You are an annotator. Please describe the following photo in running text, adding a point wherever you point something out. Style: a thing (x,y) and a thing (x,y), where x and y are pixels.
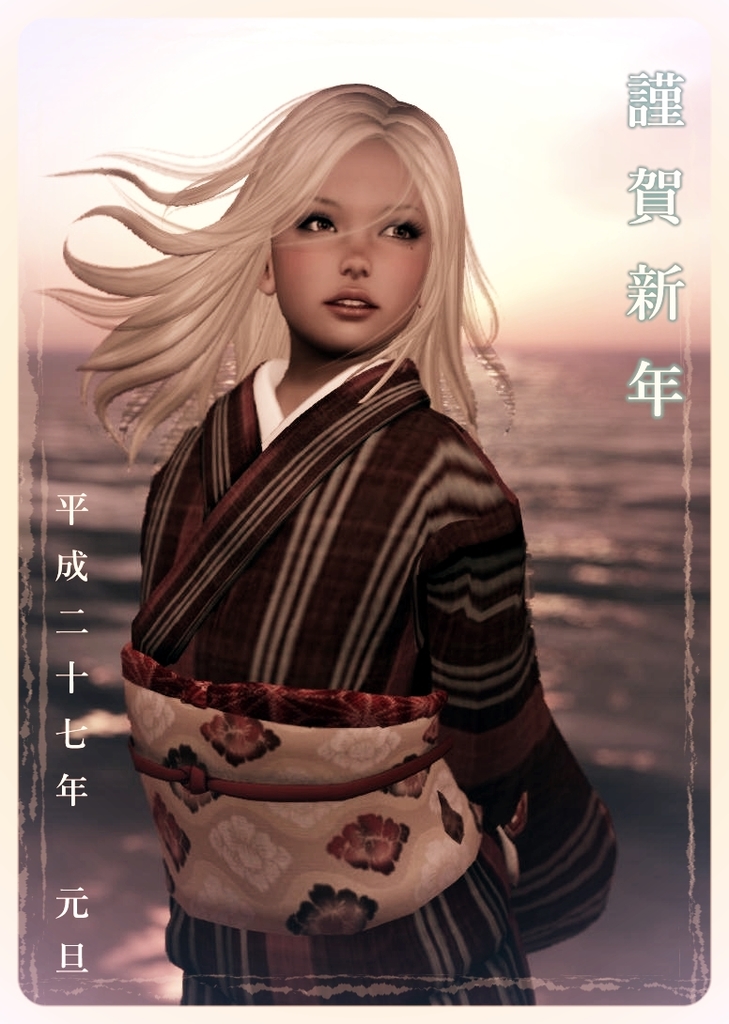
It is an animated picture, this is girl (420,511) she wore dress (391,501) behind her it's water (574,519).
